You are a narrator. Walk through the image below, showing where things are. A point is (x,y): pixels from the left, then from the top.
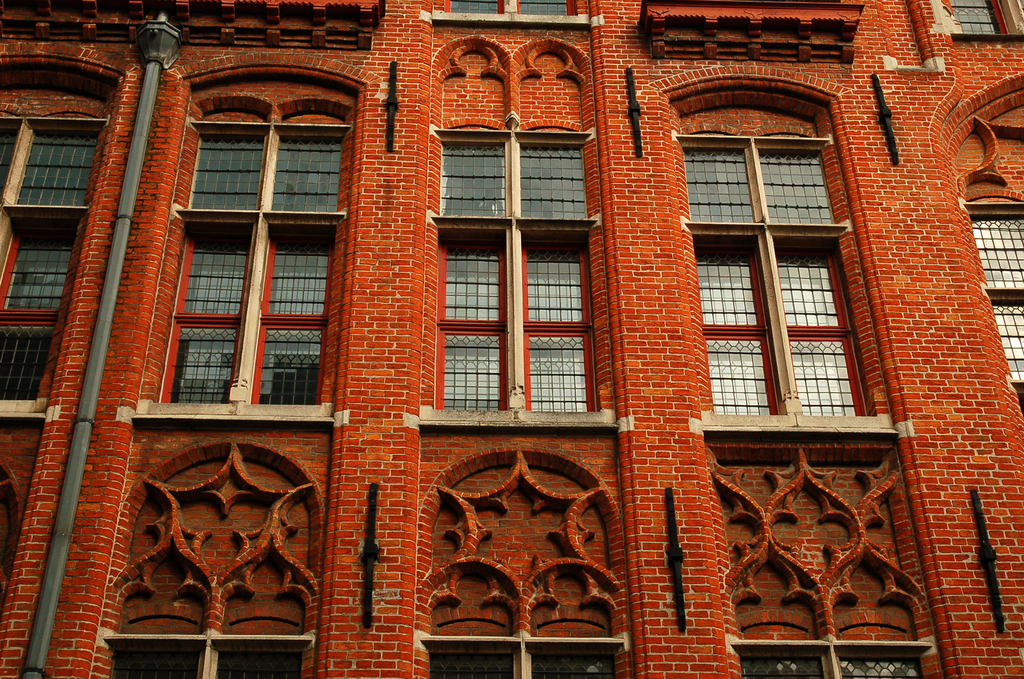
In the given image i can see a building (700,399) with windows (473,326) and drainpipe (157,73).
